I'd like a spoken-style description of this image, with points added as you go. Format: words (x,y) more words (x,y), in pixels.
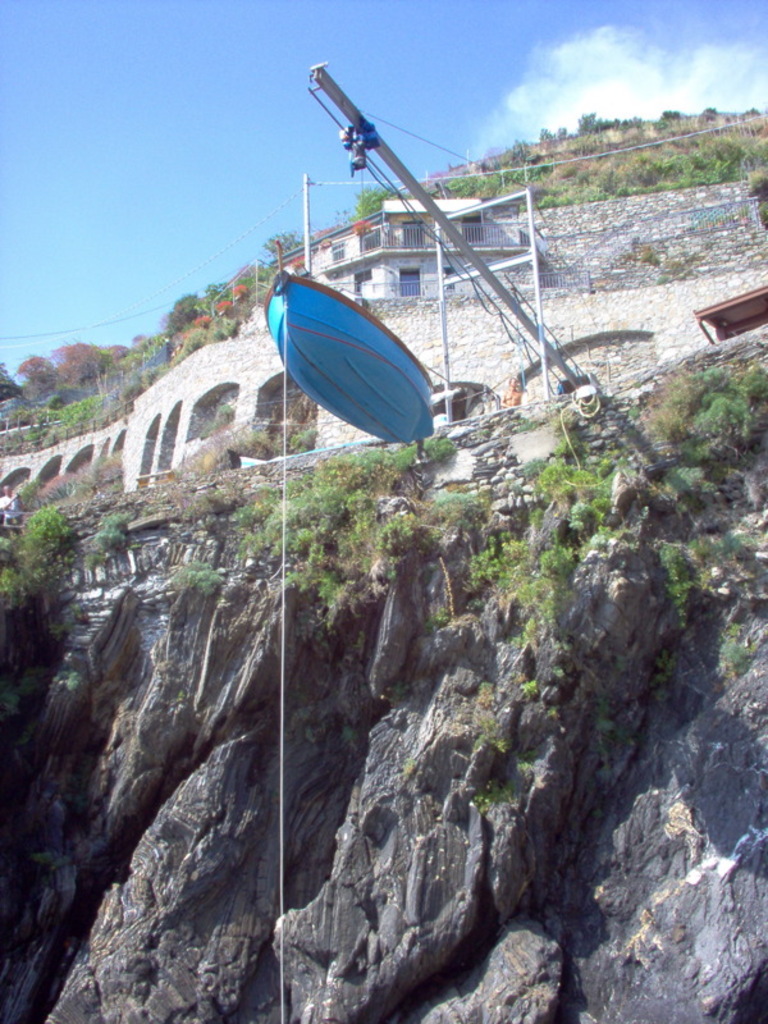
In the center of the image (425,437) there is a blue color boat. In the background of the image (467,383) there is a mountain (505,565) on which there is a house (506,214). At the top of the image (239,251) there is sky (142,77).
